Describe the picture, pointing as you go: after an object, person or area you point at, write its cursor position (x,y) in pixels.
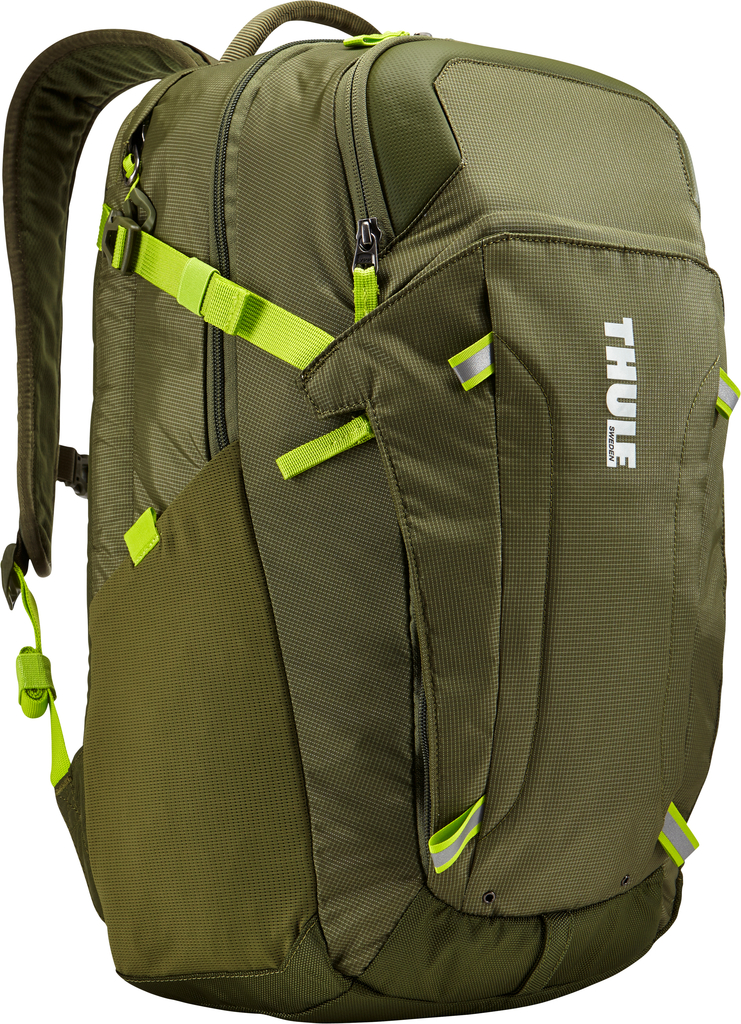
In this picture there is a backpack (246,430).
